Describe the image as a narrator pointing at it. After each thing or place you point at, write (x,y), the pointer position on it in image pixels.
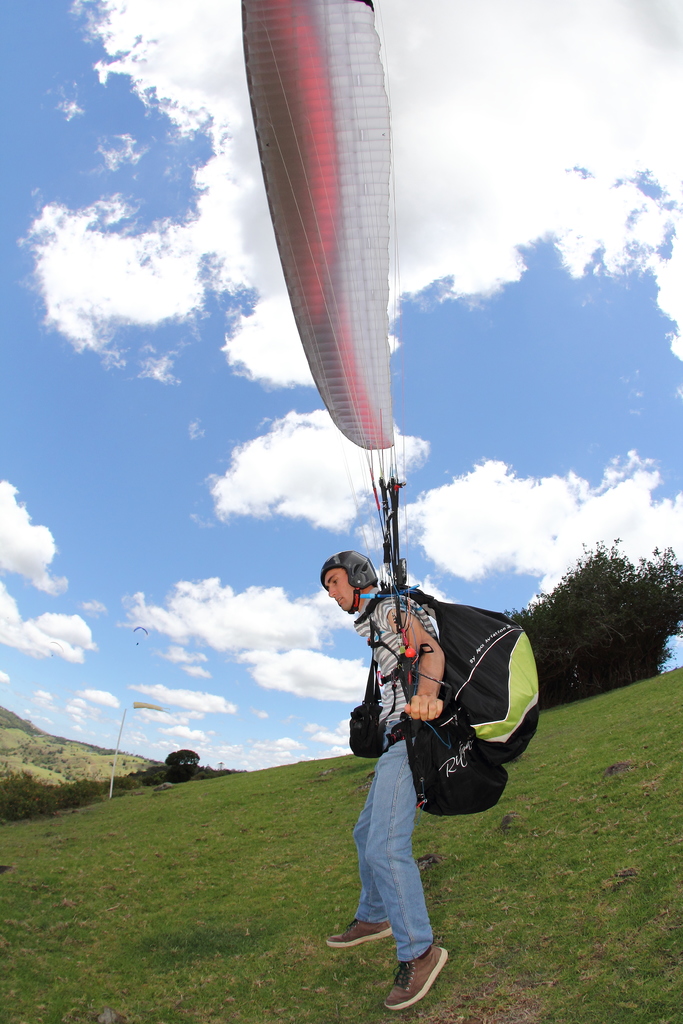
This is the man (412,921) standing. He wear bags (465,775), helmet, T-shirt (388,708), trouser (398,850) and shoes (401,986). This looks like a paragliding (322,73). These are the trees (600,631). I can see the clouds (230,454) in the sky (201,308). This looks like the hills (261,869) covered with the grass (239,796).
